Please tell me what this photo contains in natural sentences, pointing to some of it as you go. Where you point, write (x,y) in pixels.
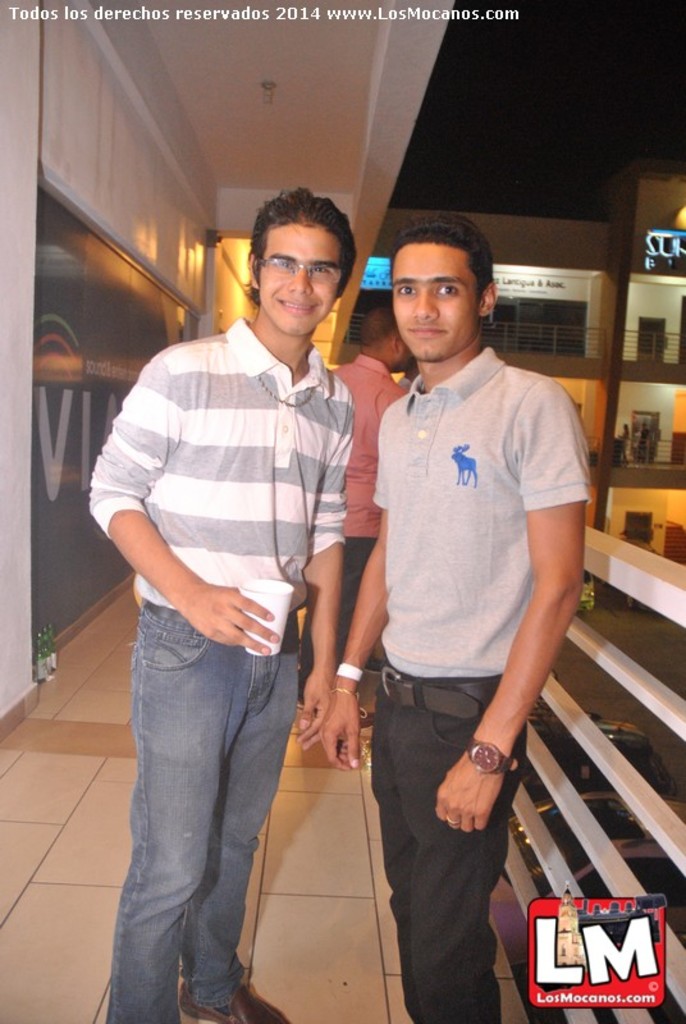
In the image we can see two men (262,504) standing, wearing clothes (210,561) and they are smiling. The right side man (488,633) is wearing a wrist watch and behind them there is another person (377,356) standing. Here we can see the floor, fence (667,701), vehicles (568,829) and the sky (523,92). On the bottom right (635,928) and top left, we can see the watermark (329,9).
